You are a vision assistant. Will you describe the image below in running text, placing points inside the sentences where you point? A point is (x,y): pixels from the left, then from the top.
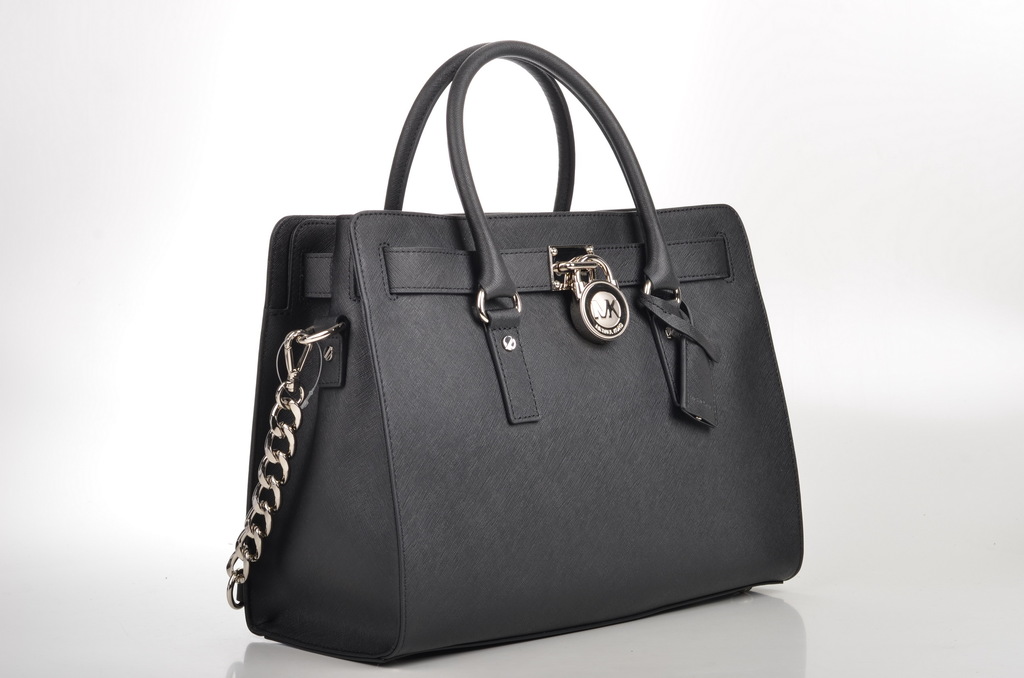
In the picture we can find hand bag (582,307) it is a leather hand bag (546,312) and we can find some chain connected to it and a lock (601,303). And we can find a stitching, stripes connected to it. it is placed on a table (150,670) in the background (236,258) we can find white wall (210,245).
